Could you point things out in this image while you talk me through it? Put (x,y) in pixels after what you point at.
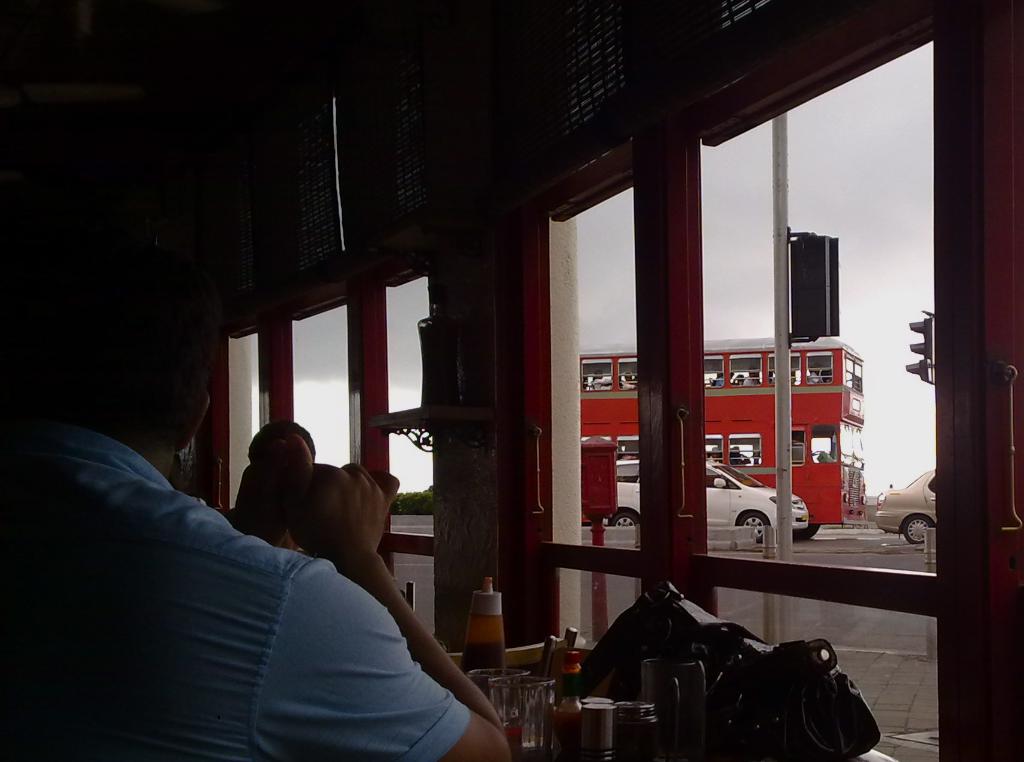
On the left (83,436) there is a man (160,531) who is wearing shirt (166,628) and sitting near to the table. On the table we can see ketchup bottle (482,638), sauce bottle (572,716), glass (497,702), cups (625,734), knife holder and bag (743,648). Here we can see another person (280,470) who is sitting near to the door (1017,615). Through the door (983,494) we can see some people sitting inside the double bus (839,449), white car (759,517), brown car (880,509), plants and traffic signal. Here we can see sky (871,162) and clouds (891,219). In front of the door (793,578) there is a pipe (780,326).
